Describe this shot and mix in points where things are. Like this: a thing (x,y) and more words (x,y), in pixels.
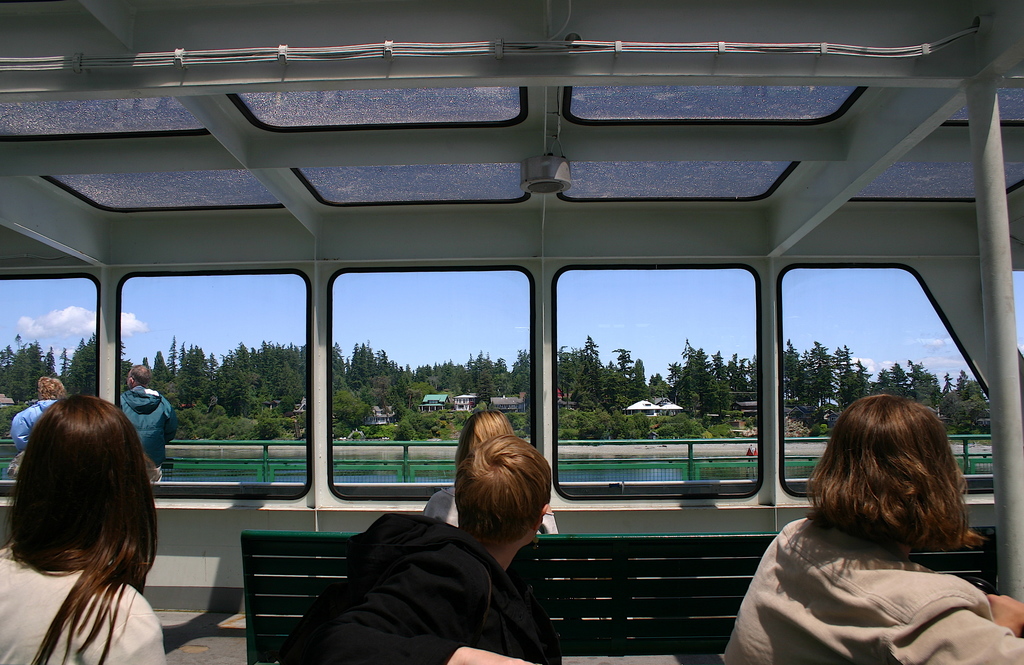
In this image there are group of persons (135,559) sitting and standing. In the front (442,567) there are persons (464,571) sitting and there are windows (733,421), outside the windows (273,422) there are persons (136,411) standing and there are trees (419,379), buildings (461,406), and the sky (126,334) is cloudy, and there is a fence (648,465).
